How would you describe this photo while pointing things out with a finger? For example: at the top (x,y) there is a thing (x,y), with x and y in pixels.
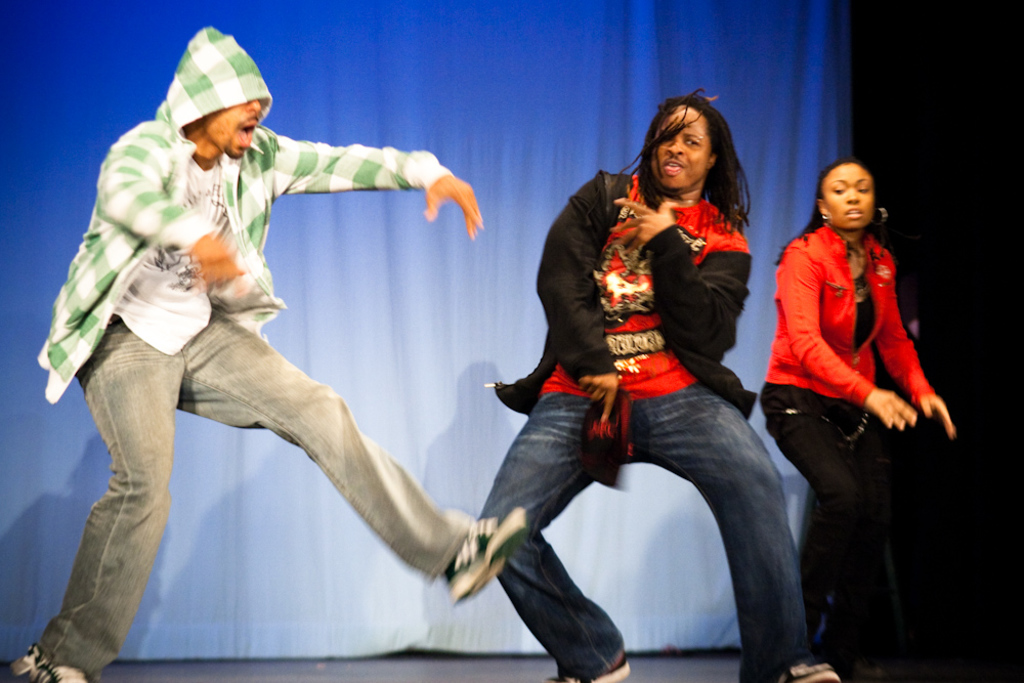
In the center of the image (595,388) we can see three persons (271,372) are performing and they are in different costumes (542,390). In the background (756,343) there is a curtain (448,330).
